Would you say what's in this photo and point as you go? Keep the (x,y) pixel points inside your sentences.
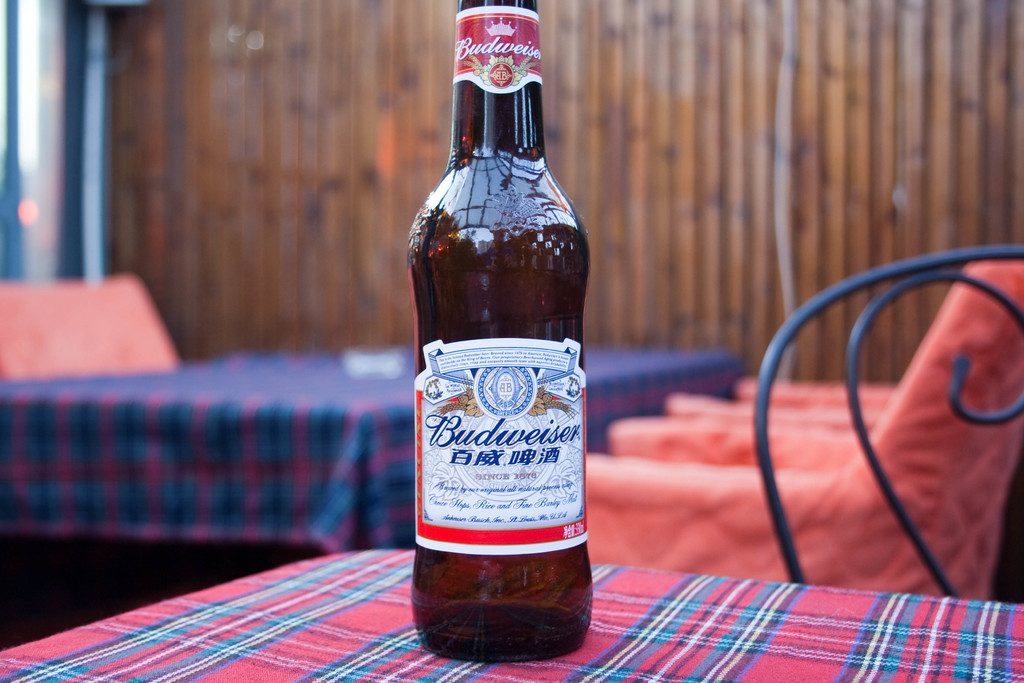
In the center (435,274) we can see the bottle (527,358) named as "Budweiser". It is on the table (292,648) and back we can see one more table (79,405) and few chairs (842,429).
